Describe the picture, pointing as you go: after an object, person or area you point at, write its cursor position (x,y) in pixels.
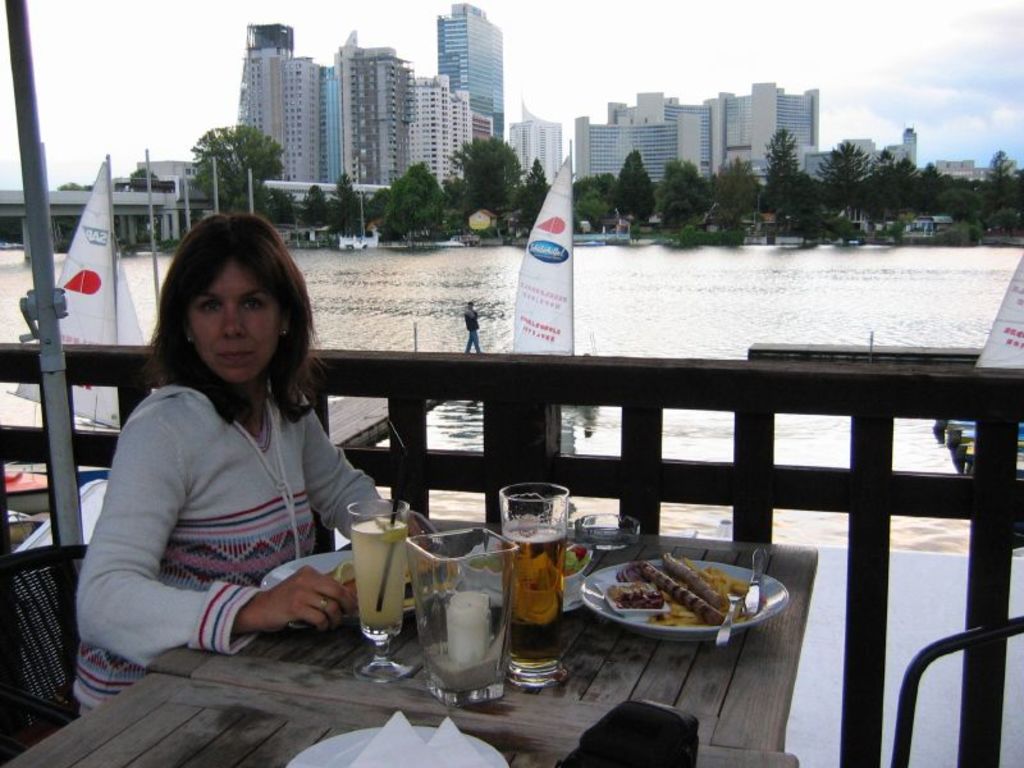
This picture is clicked outside. In the center (526,511) there is a plateful of food (663,588), a glass of drink (557,602) which is placed on the top of the table (571,671). On the left corner (41,269) there is a metal rod (45,298). On the left (216,513) there is a Woman (159,570) sitting on the chair (45,689), behind her we can see the River (875,284) in which there is a Sailboat (549,305). In the background (928,103) the sky (891,27) is full of clouds (949,76). There are some Trees (460,163), some Buildings (630,134) and a Skyscraper (466,33).
